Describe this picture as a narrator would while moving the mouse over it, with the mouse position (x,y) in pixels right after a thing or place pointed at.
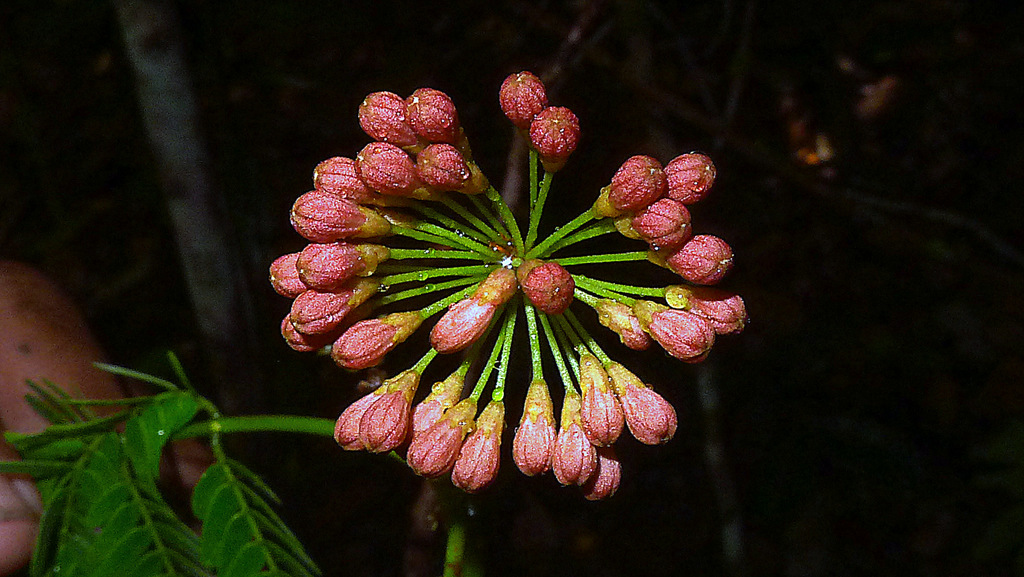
In this image I can see the flower (503,371) to the plant (438,343). The flower (440,348) is in pink and green color. And there is a black background (420,17).
